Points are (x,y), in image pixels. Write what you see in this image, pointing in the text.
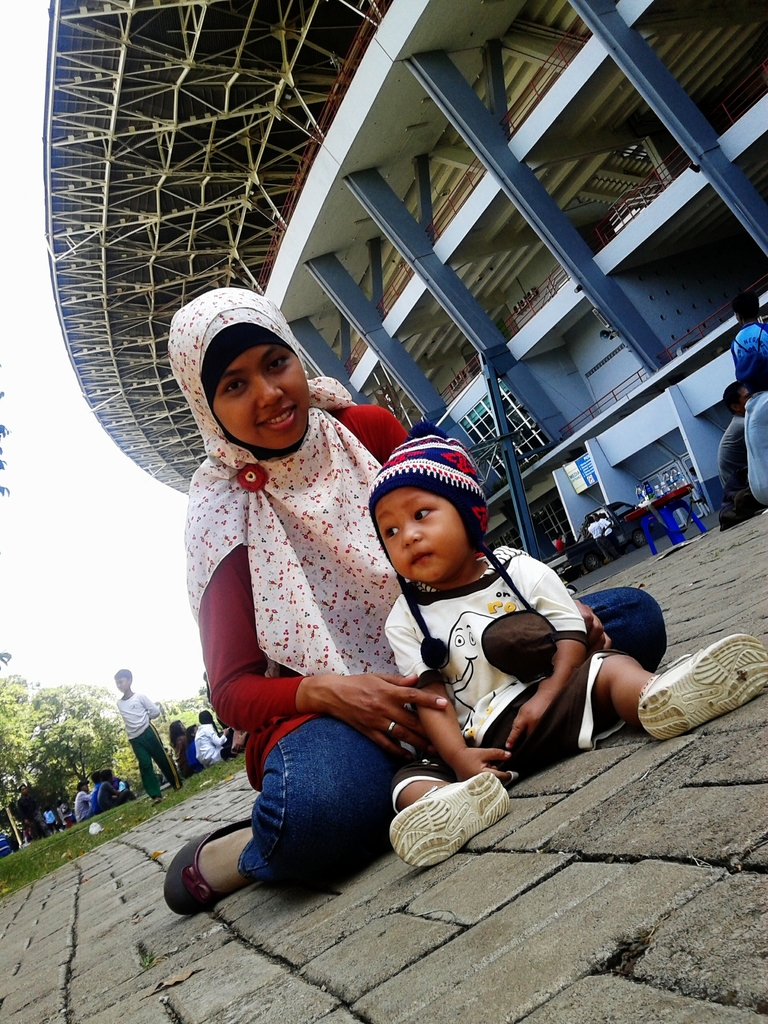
In this picture there is a woman (370,834) and kid (417,596) sitting on the surface (444,985). On the right side of the image (739,522) we can see people (738,511) and bottles (680,479) on the table (650,513). In the background of the image (136,750) we can see people (150,749), building (461,313), grass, trees (58,740) and sky (96,642).
